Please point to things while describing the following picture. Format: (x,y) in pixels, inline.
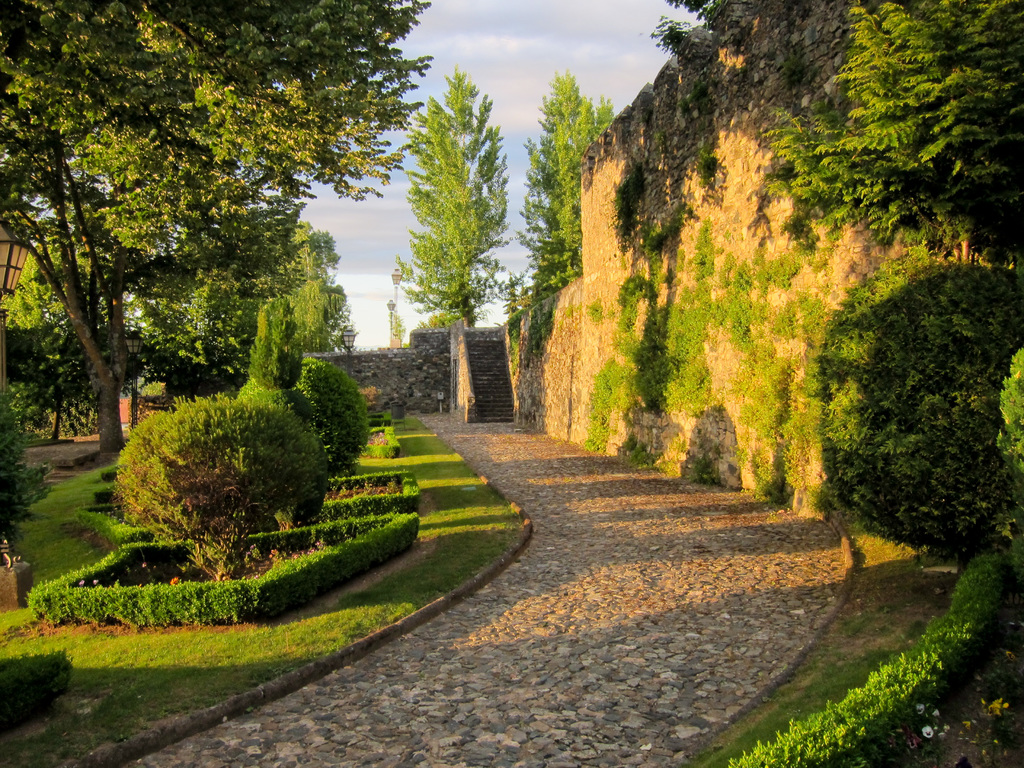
In this image I can see the plants (34,404) and trees (102,229) in green color. Background (466,20) the sky (493,42) is in white and blue color.
